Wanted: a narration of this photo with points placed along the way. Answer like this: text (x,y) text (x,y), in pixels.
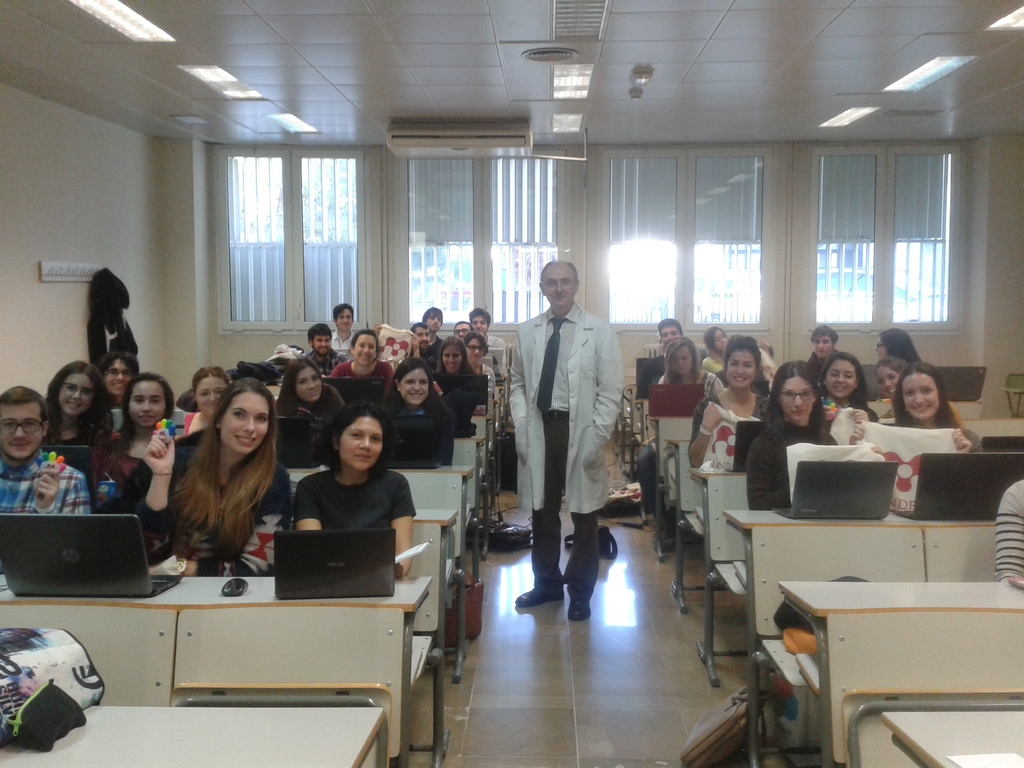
In this image we can see a group of people (824,412) sitting in front of tables (388,606). On the table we can see a group of laptops (885,466) placed. In the middle of the image (580,400) we can see a person (599,368) standing on the floor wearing white dress (580,354) and the tie (549,385). In the background (332,236), we can see group of windows (462,246), lights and air conditioner (455,142).
